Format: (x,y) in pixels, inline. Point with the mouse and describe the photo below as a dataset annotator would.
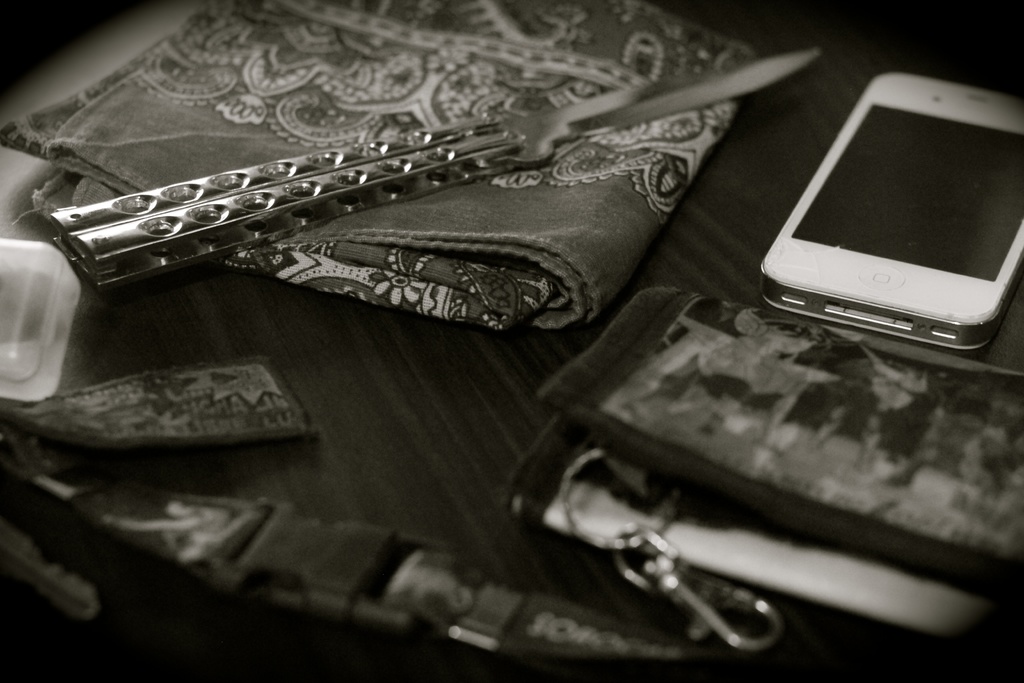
In this picture there is a cell phone (853,182), handkerchief (608,216), knife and bag (887,436) on the table (419,377).
